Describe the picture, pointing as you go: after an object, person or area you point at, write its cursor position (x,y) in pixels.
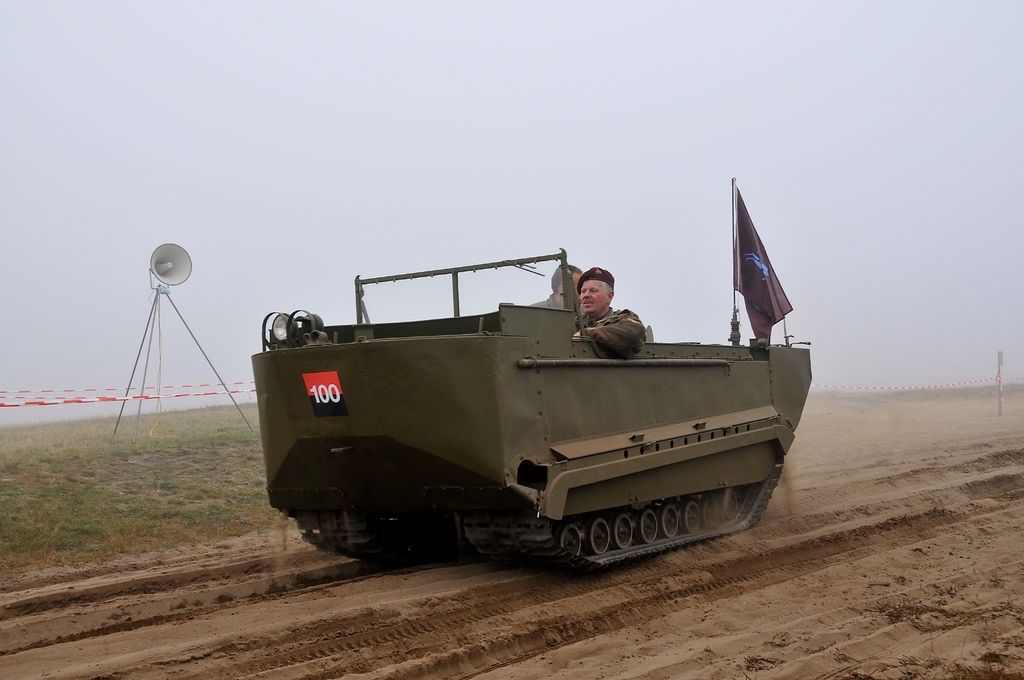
In this picture I see couple of them (637,341) are seated on the Panzer (703,431) and we see a flag (742,258) on the back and it is moving on the ground (161,637) and i see a speaker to the stand (246,417) on the left side (161,275) and a cloudy sky (480,142) on the top of the picture (376,85).
